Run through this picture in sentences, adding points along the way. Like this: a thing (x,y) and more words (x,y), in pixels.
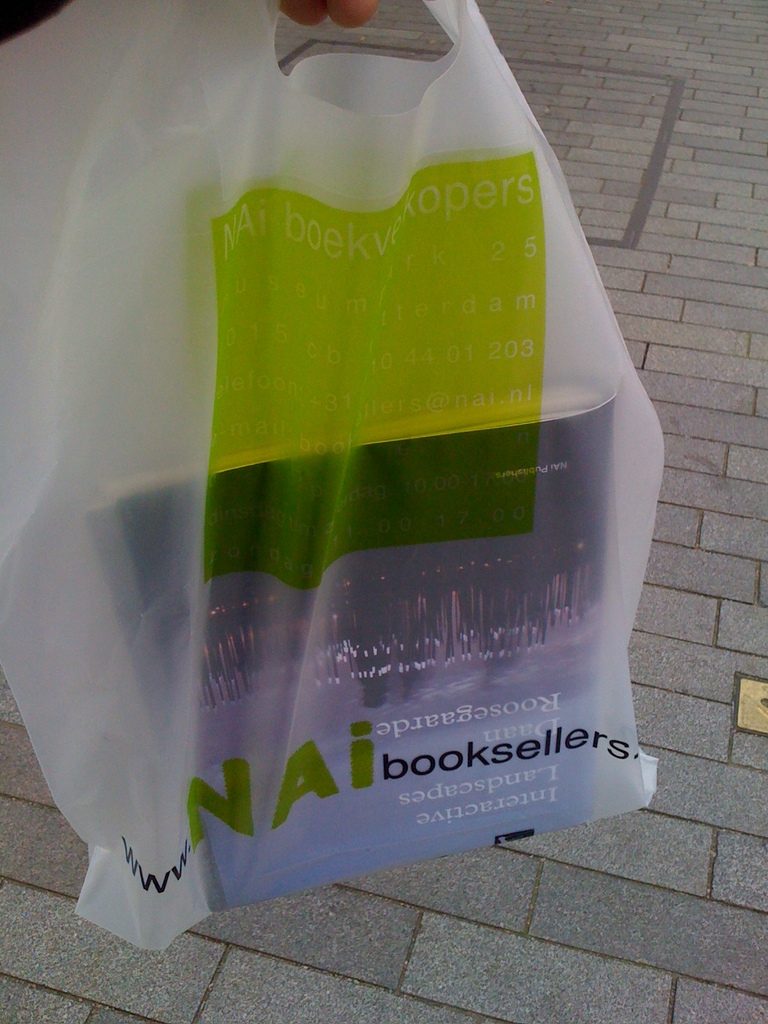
In this picture we can see a book (402,711) in the plastic cover (333,57).
